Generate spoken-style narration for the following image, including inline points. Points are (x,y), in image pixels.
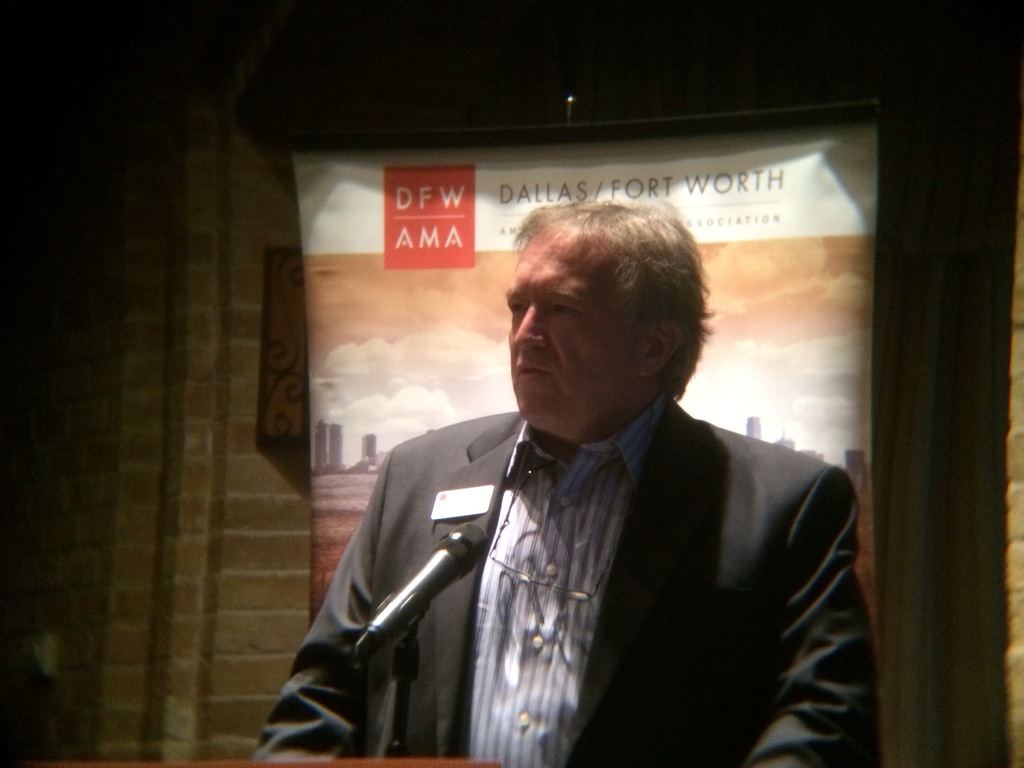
In the foreground of the picture (685,580) we can see a person (583,551) in suit (436,607) and a mic (408,591). In the background (388,187) there are banner (438,210) and wall (162,234).
